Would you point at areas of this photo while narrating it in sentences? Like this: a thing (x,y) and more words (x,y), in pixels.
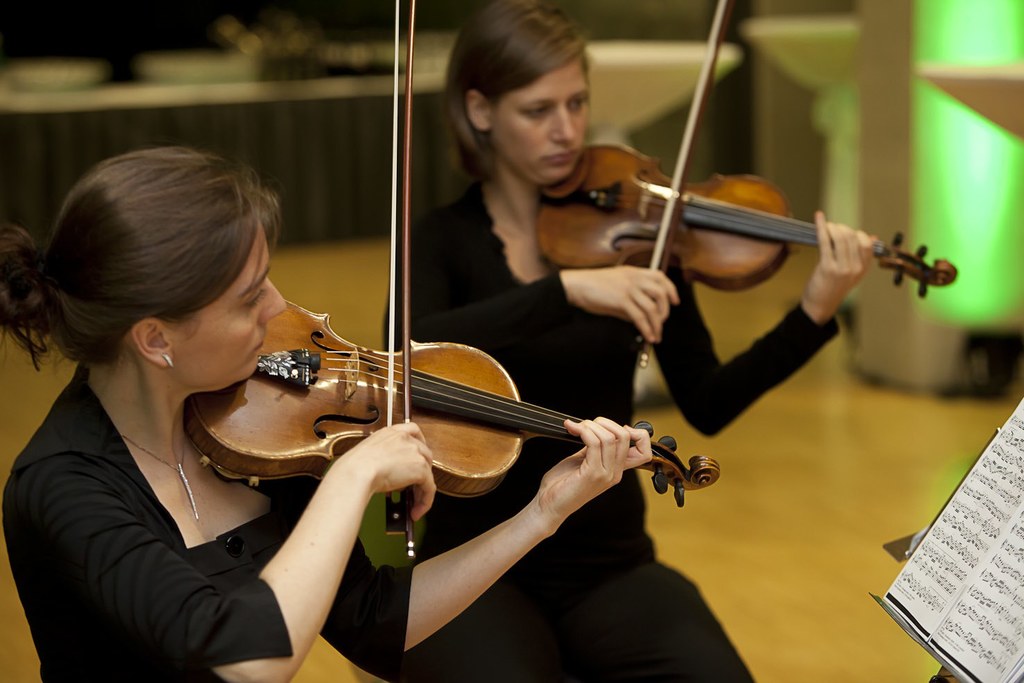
There are two women (121,323) in the given picture. Both of them are playing a violin (601,257) in their hands (603,288). In front of them there is sheet music (967,566).
